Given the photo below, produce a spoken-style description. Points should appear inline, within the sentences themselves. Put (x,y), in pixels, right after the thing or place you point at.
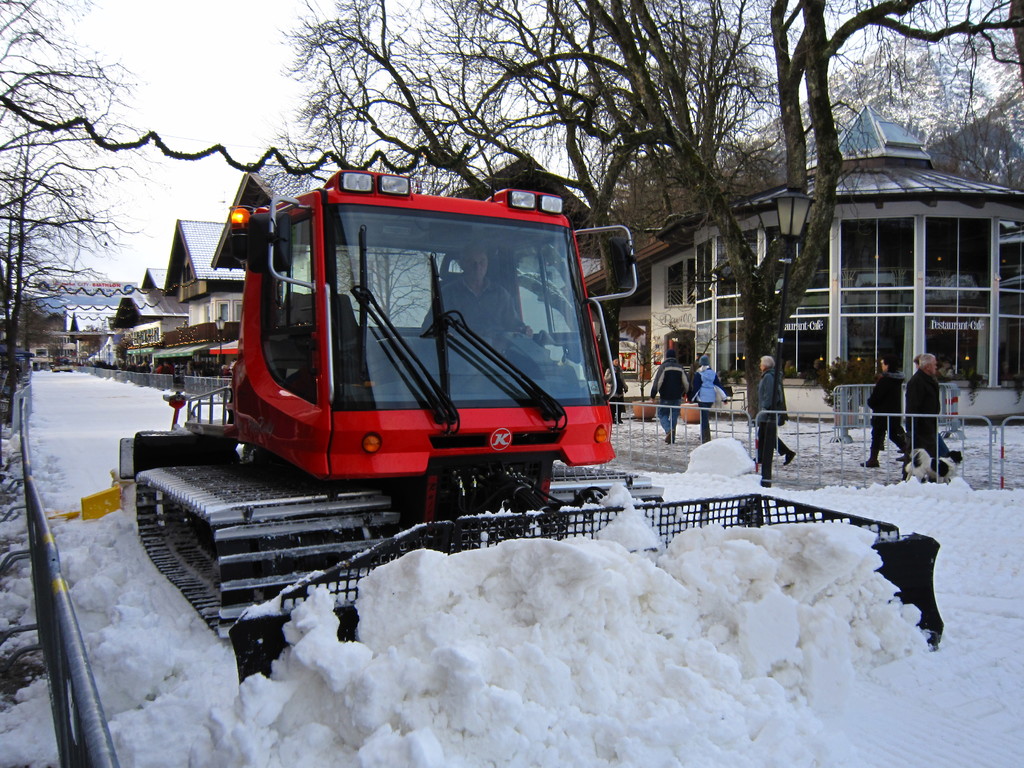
In this image we can see a snow groomer (399,332), snow (1020,484), fence (1001,441), plants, trees (752,409), boards (74,283), light (218,327), buildings (219,288), and people (926,390). In the background (203,40) there is sky (203,60).
